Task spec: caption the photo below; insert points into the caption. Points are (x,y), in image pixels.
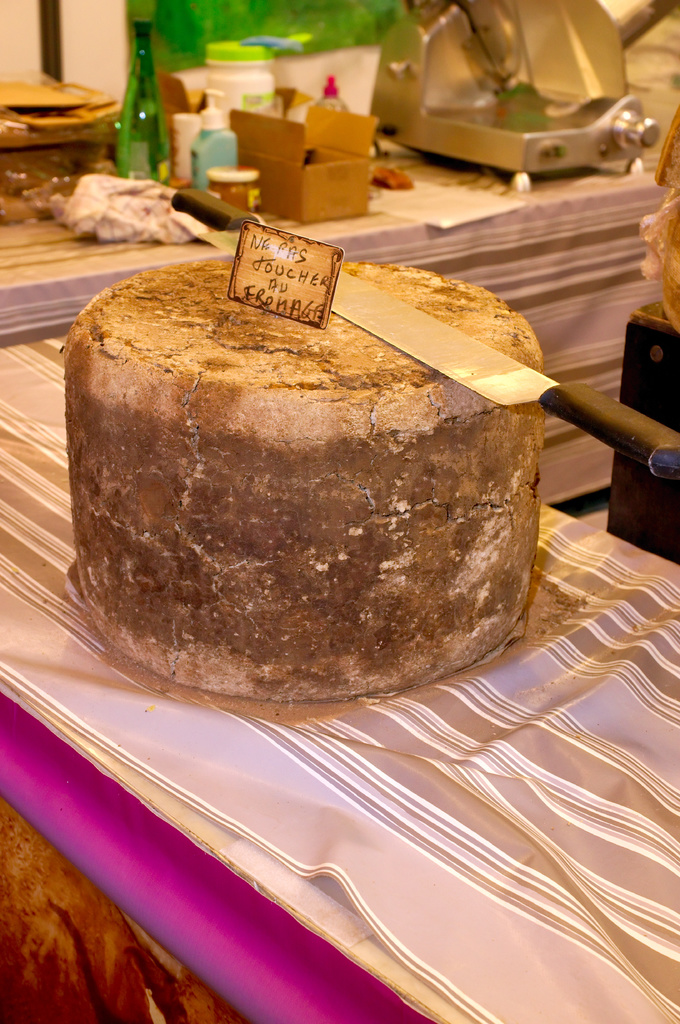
In this image I can see a knife (658,450) and a board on an object (97,581), there is a bottle (134,164), container (197,125) and other objects (4,218) at the back (396,99).
